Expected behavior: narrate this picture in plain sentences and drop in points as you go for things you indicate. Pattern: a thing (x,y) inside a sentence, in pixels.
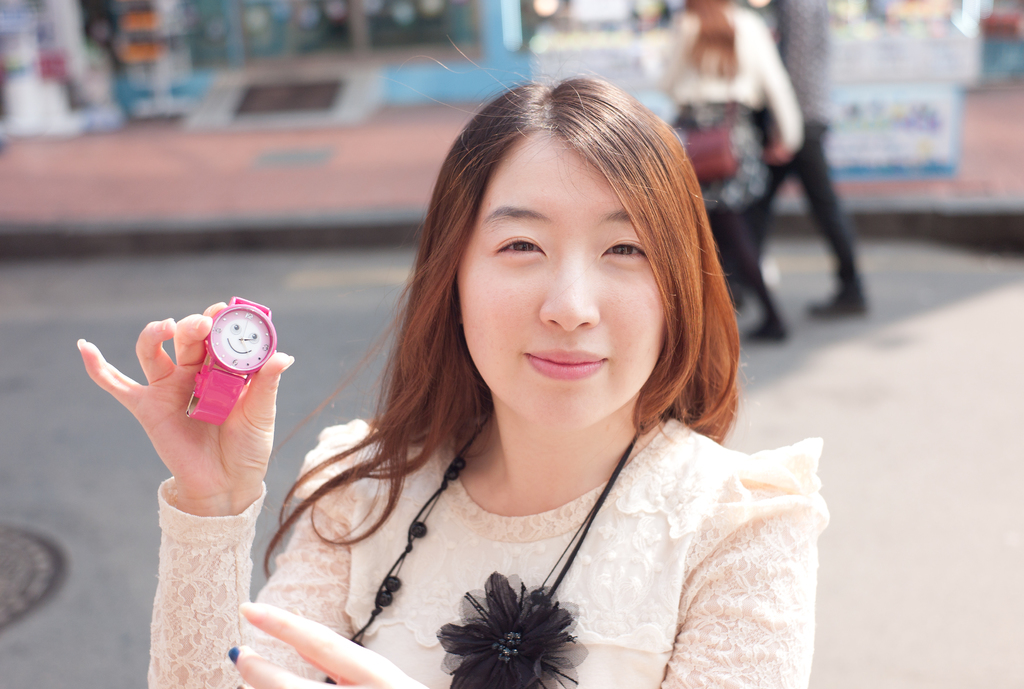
In this image there is a woman (508,258) with a smile on her face (541,262) is holding a wrist watch (268,341), behind her there is a couple (710,108) walking on the road (19,496).
